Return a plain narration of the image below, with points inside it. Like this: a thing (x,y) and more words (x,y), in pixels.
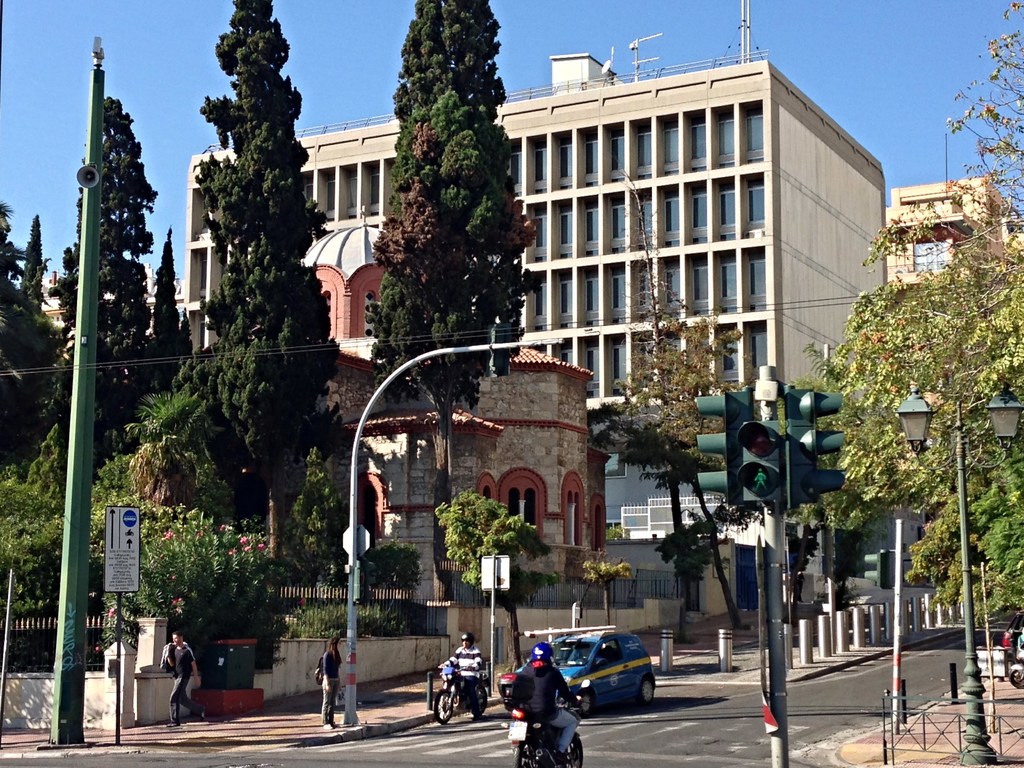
In this picture we can see two men (555,701) riding motor bikes (517,728) and a car (624,654) on the road (635,714), poles (844,633), traffic signal lights (785,448), signboard (115,544), trees (139,438), buildings (617,303) with windows (626,369) and two persons (185,666) on footpath (223,730) and in the background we can see the sky (377,75).
